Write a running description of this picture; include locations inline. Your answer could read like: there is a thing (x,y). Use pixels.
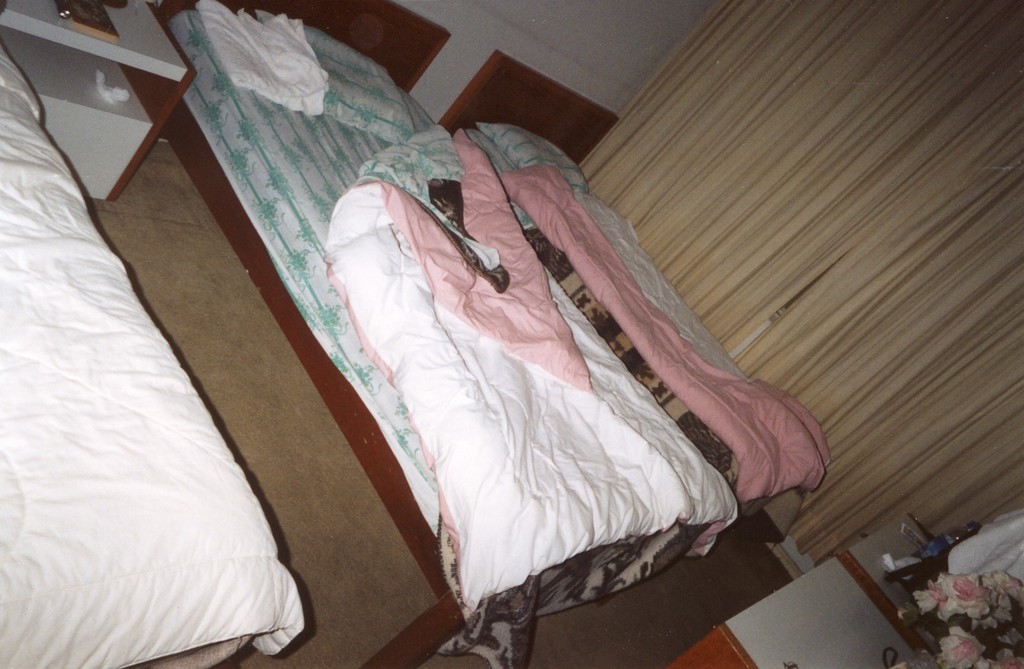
In this image we can see beds (462,615), curtains (784,97), wooden tables (51,136) and flowers (929,600).
